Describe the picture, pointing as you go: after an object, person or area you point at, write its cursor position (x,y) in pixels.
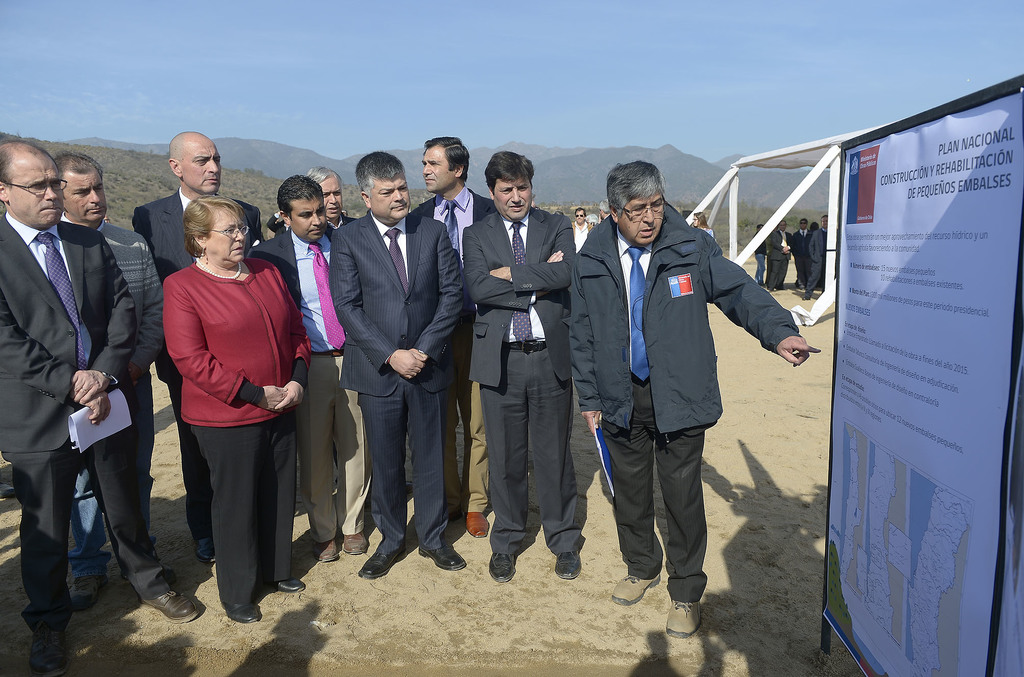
In this image we can see one women (231,318) and men (267,246) are standing. Men (545,277) are wearing suits (27,359) and woman (226,367) is wearing red color jacket (239,367) with black pant (247,475). Right side of the image (869,249) one banner (888,197) is there with some text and map (910,586). Background of the image (680,160) mountains (663,160) and persons (775,245) are there. At the top of the image (390,56) sky (376,25) is there.
